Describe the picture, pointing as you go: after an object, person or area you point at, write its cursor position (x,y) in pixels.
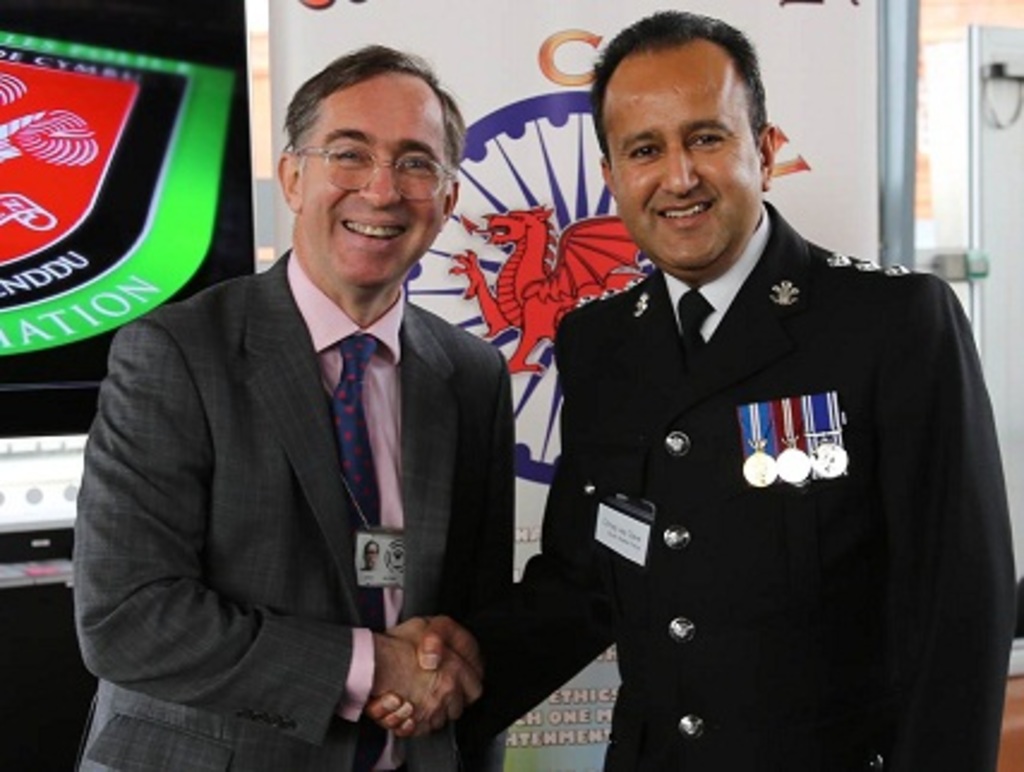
In this picture we can see two people (684,644), they are smiling and in the background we can see posters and some objects (909,133).
